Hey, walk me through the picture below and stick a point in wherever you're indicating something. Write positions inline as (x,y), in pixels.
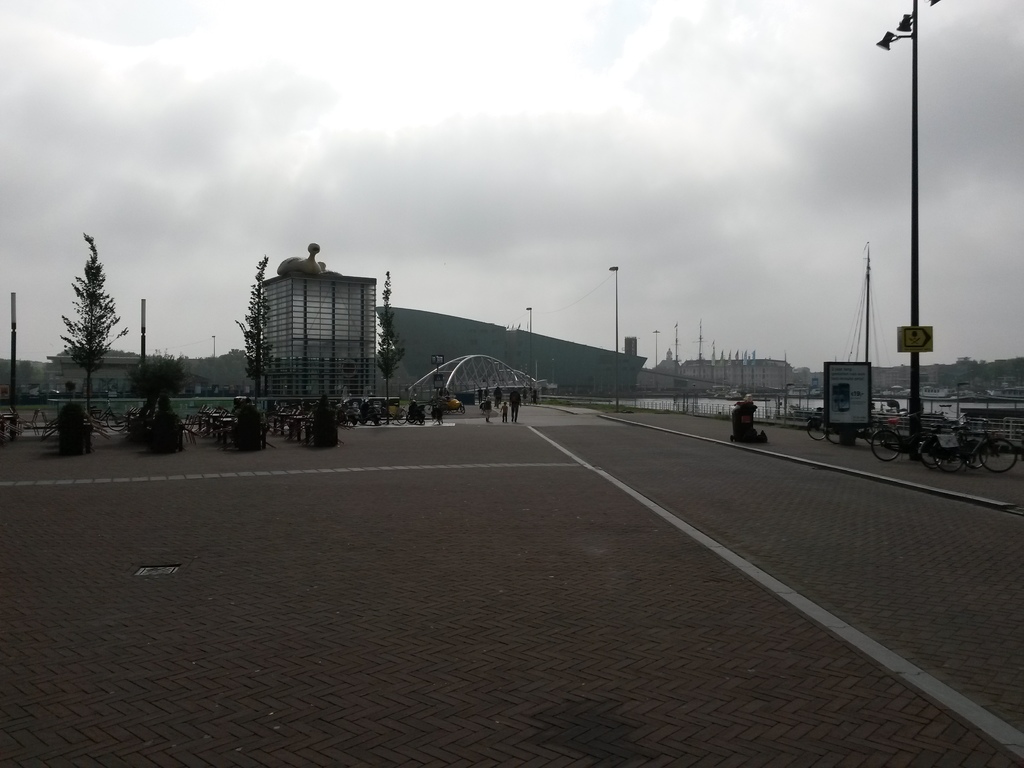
In this image there are a few cycles (923,451) parked on the pavement (953,472), beside the cycles (937,452) there is a lamp post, on the other side of the pavement (508,417) there are few people (488,419) walking. In the background of the image (400,340) there are trees (392,358) and buildings (667,376).
